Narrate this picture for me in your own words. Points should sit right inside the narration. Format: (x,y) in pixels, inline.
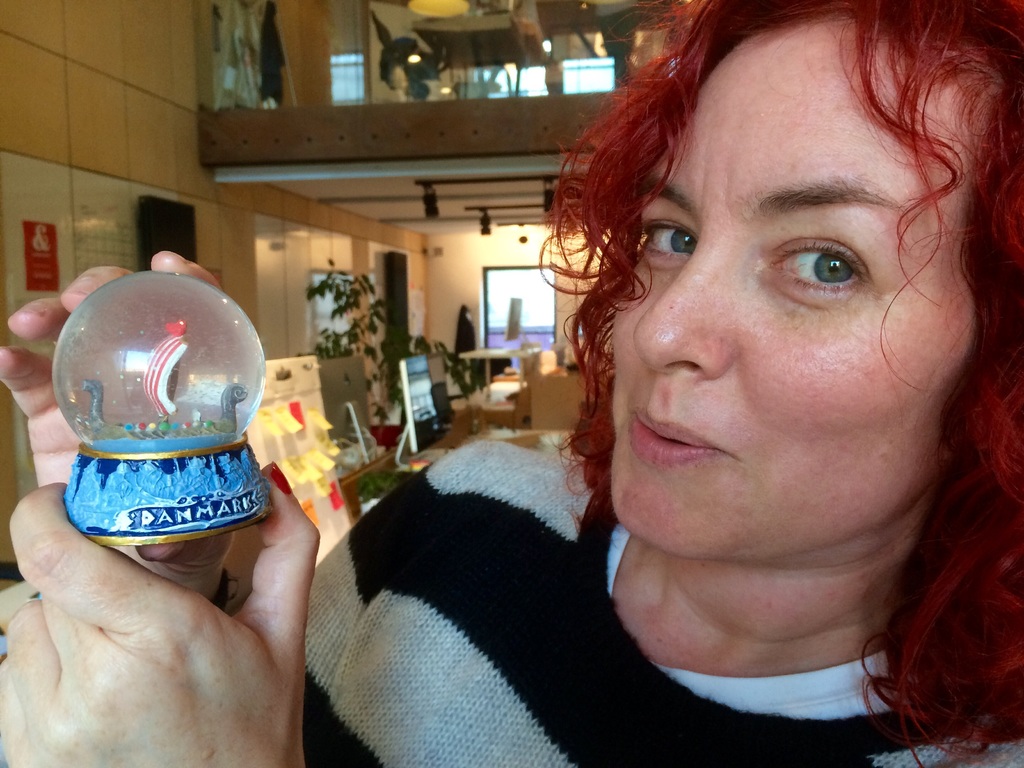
In the front of the image (660,473) I can see a woman (519,587) is holding an object (170,538). In the background of the image (390,347) there are plants (394,334), boards (317,401), monitors (426,400), tables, posters (41,238), sticky notes (294,420), wall (242,230), lights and objects (402,33).
